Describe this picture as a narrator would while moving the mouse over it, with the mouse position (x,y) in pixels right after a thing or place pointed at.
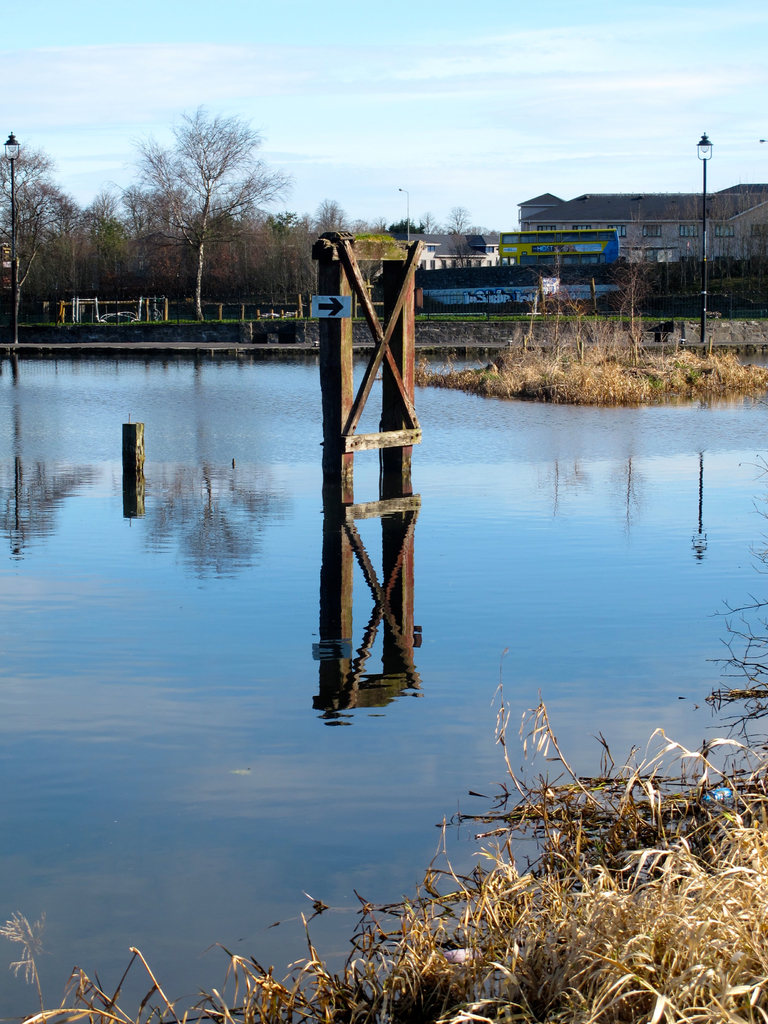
In this picture we can see an arrow sign (346,298) on a wooden object (385,441). We can see few street lights (14,218), trees (304,277) and some buildings (605,194) in the background (763,208). We can see some grass (611,371) and water (480,667).
